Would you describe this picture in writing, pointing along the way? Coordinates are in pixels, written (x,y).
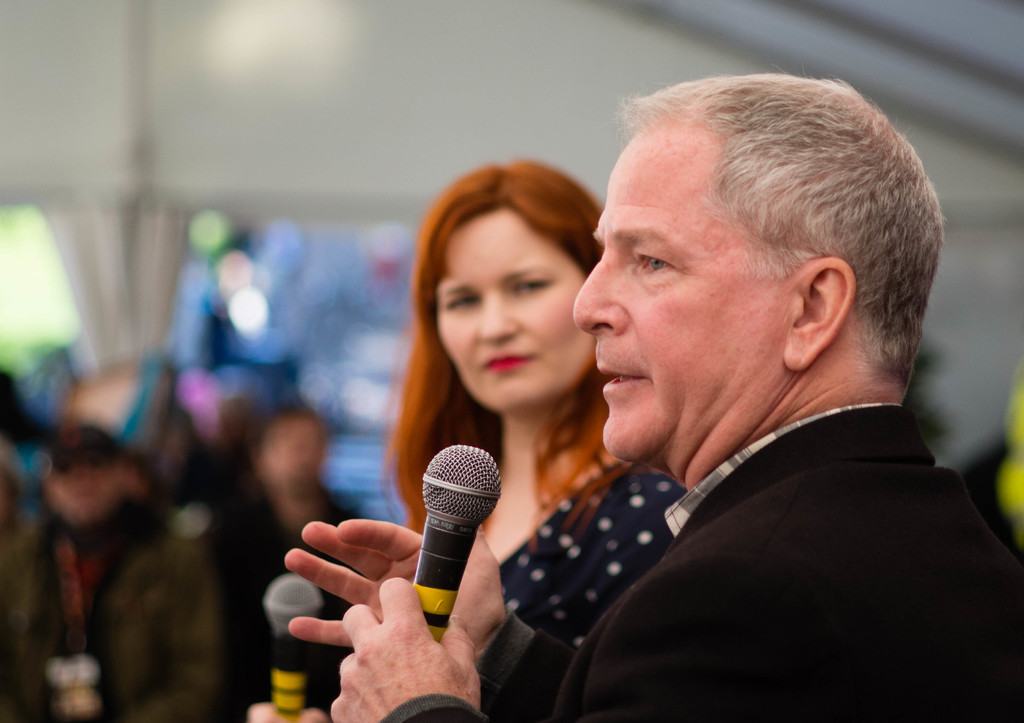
In this picture, a man (597,308) is speaking with a mic (436,471) in his hand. Beside him a woman (545,478) is watching.
